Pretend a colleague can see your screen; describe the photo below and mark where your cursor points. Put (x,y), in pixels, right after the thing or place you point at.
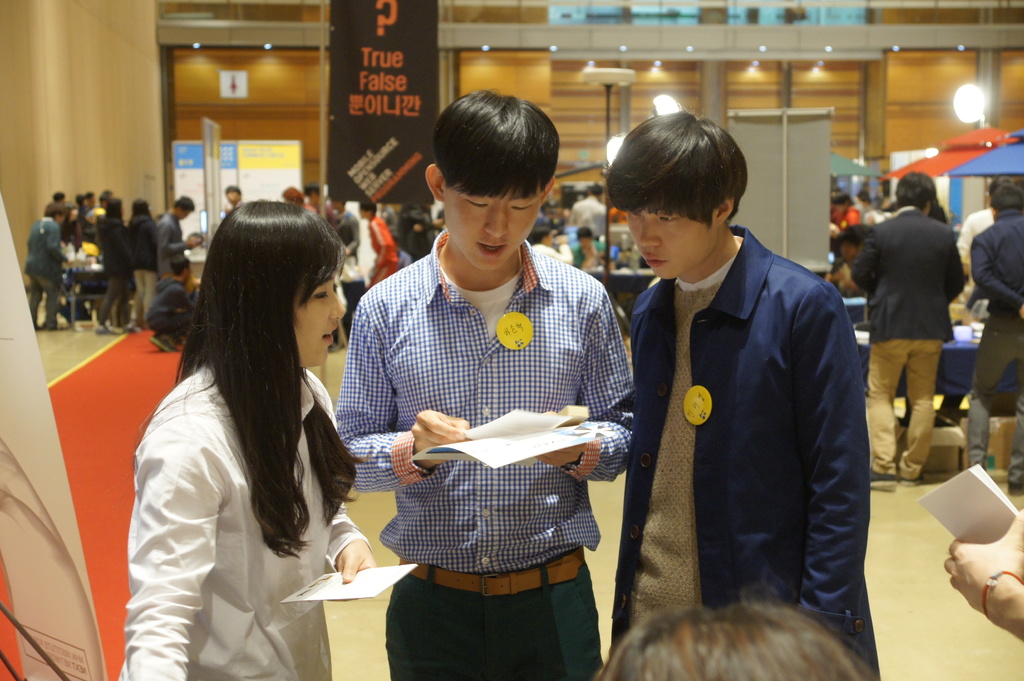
In this image we can see three people (573,396) standing on the floor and holding some papers (519,436) in their hands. In front of them there is a head (685,632) of a person (745,651). In the back of them there are so many people (846,232) standing, in front of them there is a table (960,357). In the background (503,67) there is a wall (821,81) and lights (959,105).
